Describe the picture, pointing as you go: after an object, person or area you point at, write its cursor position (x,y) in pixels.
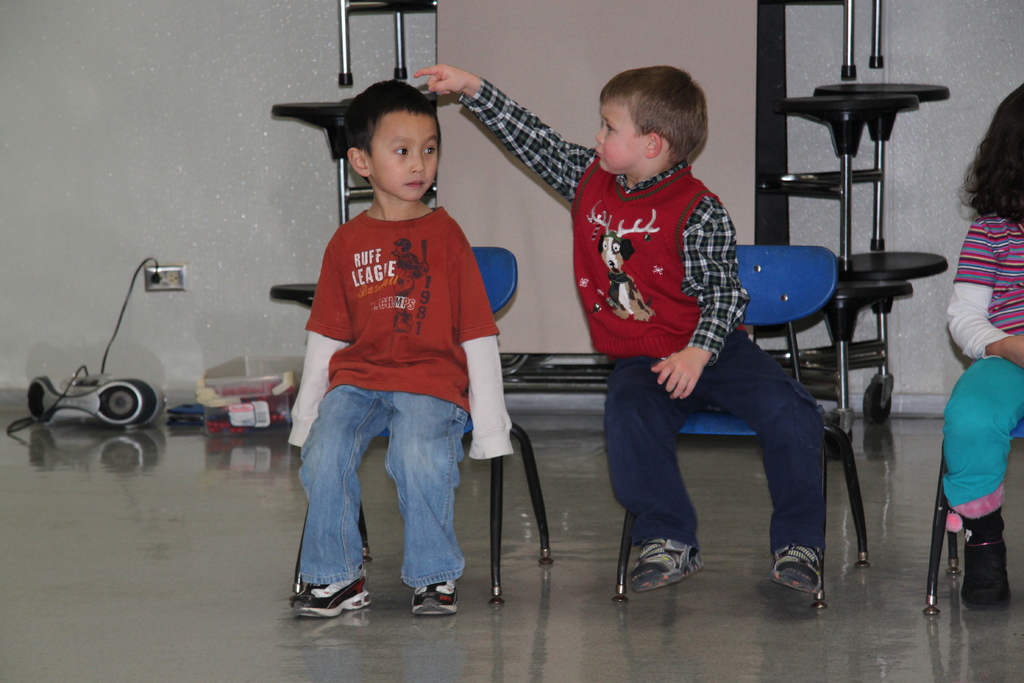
In this image there are group of persons (630,273) sitting on a chair (502,286) which is in the center (491,276). In the background (104,394) there is a tape recorder (85,412) and there is a container (263,390), and there are stands (846,119).
